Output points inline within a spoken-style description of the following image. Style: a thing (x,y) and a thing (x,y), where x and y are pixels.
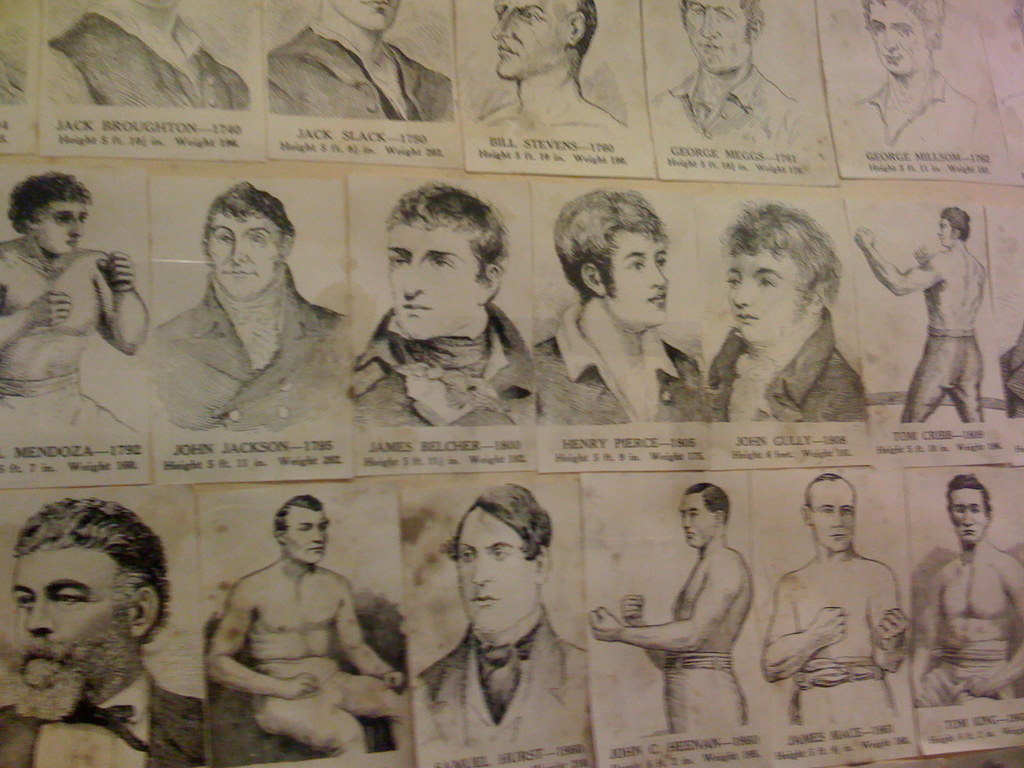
In the image I can see a paper (548,451) on which there are some pictures (666,504) of people (615,317) and something written under the pictures (775,506).
